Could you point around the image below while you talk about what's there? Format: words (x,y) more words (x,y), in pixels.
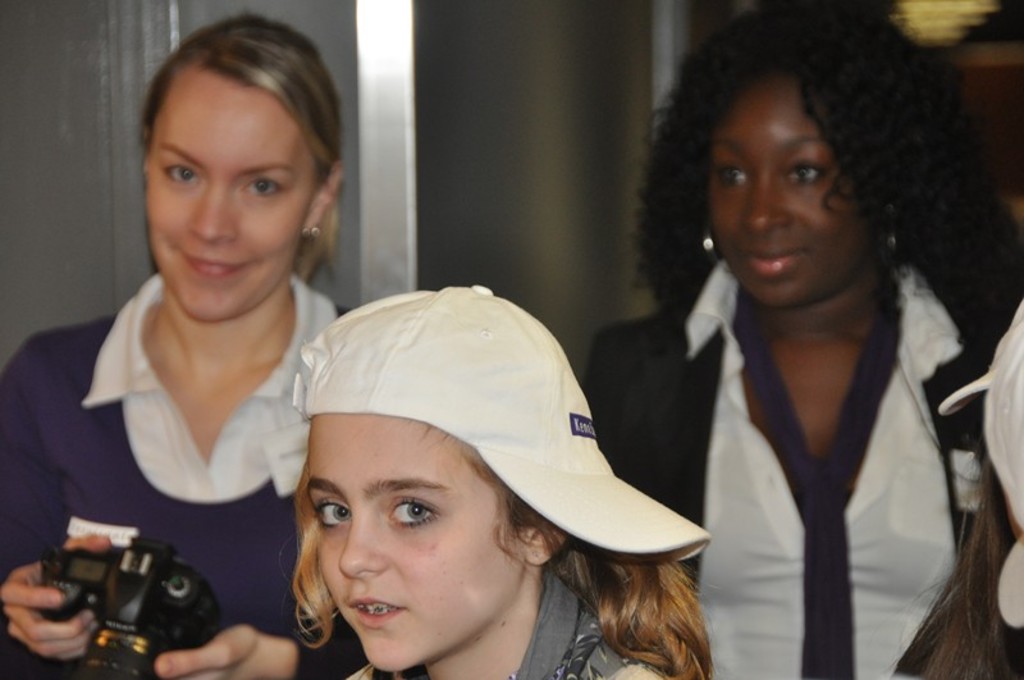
This two womens (217,271) are standing and smiling. This woman (188,284) is staring and holding a camera (148,615). Front this girl (455,597) is staring and wore white cap (475,395).
